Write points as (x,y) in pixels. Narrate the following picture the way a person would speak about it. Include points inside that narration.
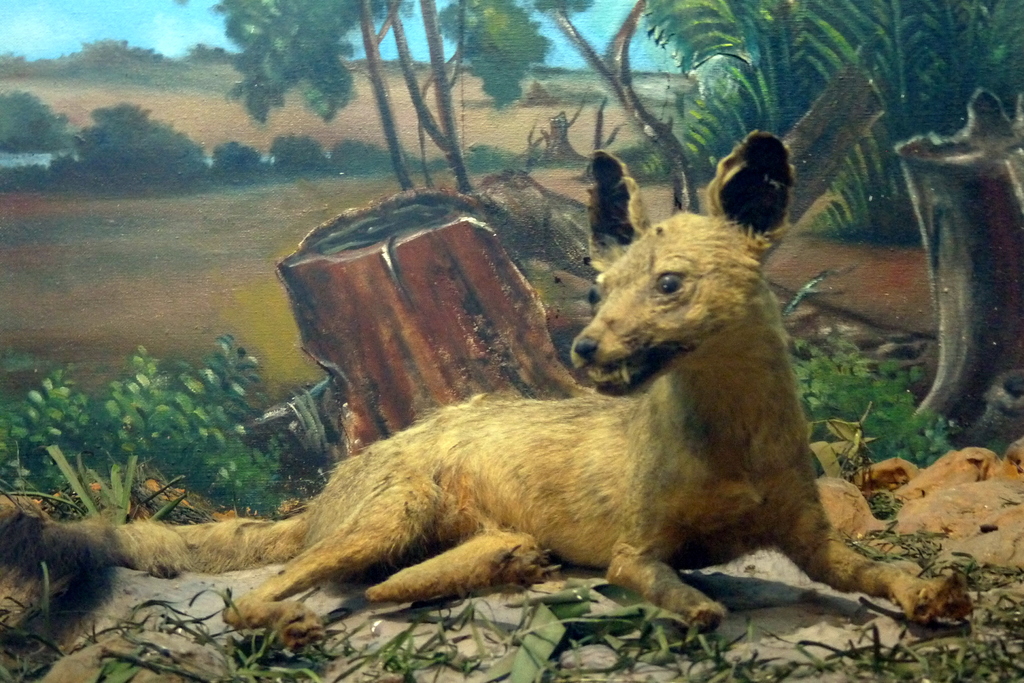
In this image we can see a painting (559,349). In the painting (566,337) there are dog (542,437) lying on the ground (721,565), trees (440,132), bushes (273,155), shrubs (219,432), grass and sky (170,27) with clouds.
